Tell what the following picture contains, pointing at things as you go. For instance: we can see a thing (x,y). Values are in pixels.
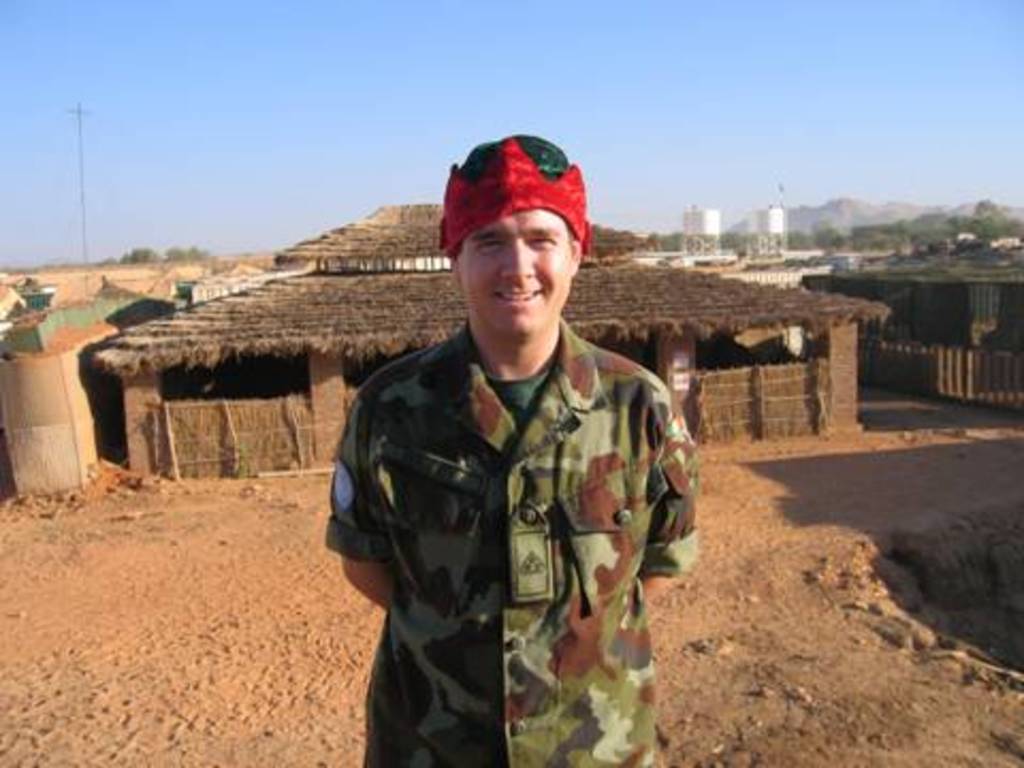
In this picture we can see a man (539,536), he is smiling, behind to him we can find few houses (684,297), in the background (846,225) we can see poles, trees (890,223) and hills (853,211).
